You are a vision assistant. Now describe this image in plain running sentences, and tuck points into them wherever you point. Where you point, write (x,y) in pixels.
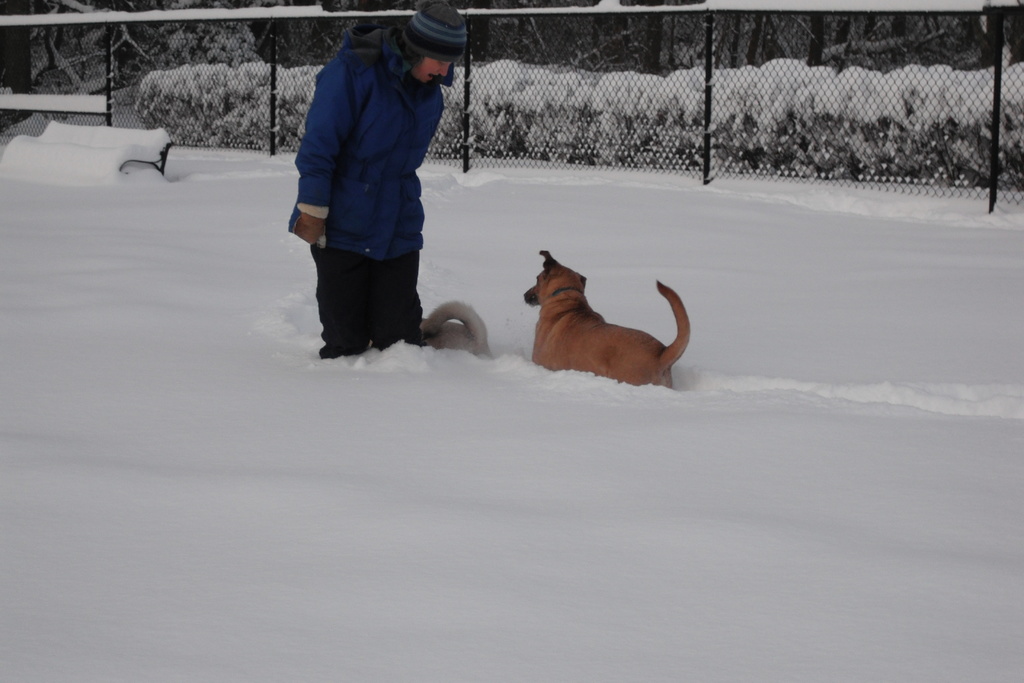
This image consists of a person (377,206) wearing a blue jacket (382,193) and a cap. And we can see two dogs (547,358) in this image. At the bottom (386,526), there is snow (367,498). In the background (491,70), we can see a fencing (966,128) along with plants (1017,132). On the left (142,171), it looks like a bench (122,172) which is covered with snow (93,154).
